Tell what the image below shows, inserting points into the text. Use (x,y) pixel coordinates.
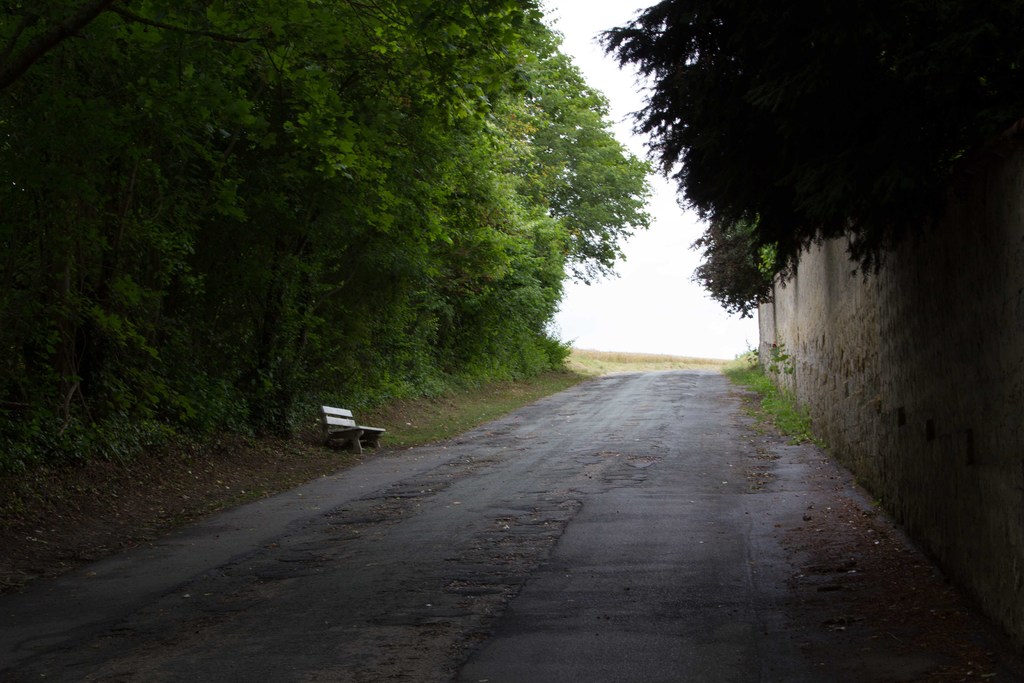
There is a way (433,500) and a bench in the foreground (417,454) and there is greenery (744,305) and sky (667,303) in the background area (651,271). There is a wall (921,442) on the right side (967,411).
